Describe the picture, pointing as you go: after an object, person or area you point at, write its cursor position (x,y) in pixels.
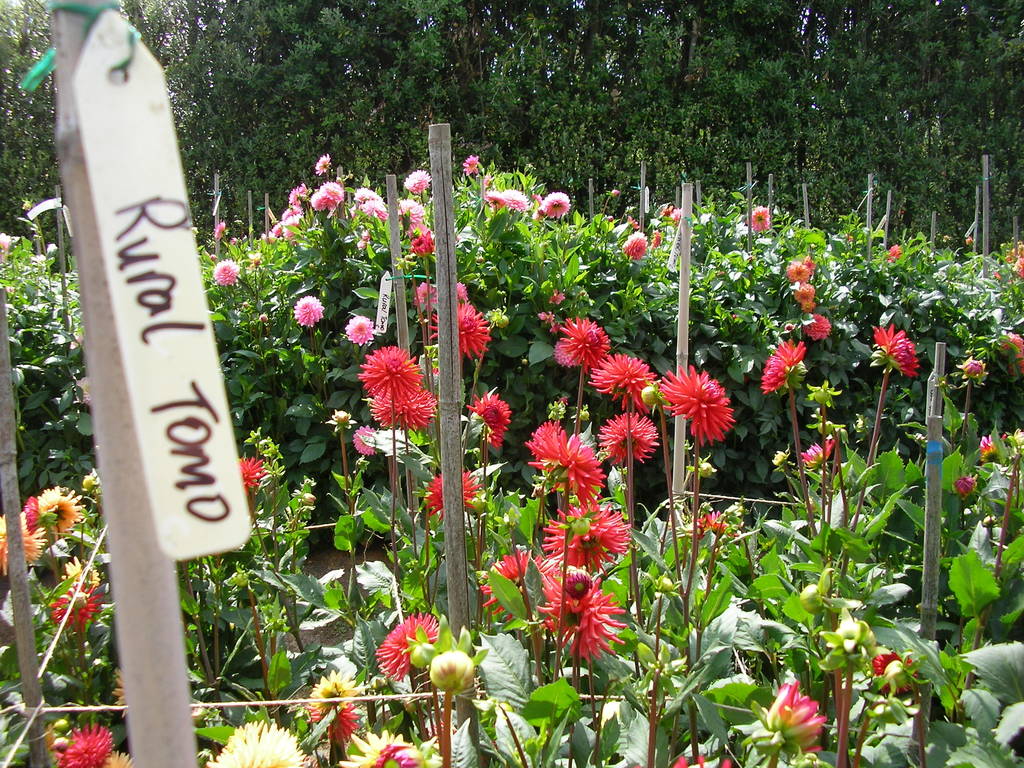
In this picture we can see plants (767,460) with flowers (468,316) on the ground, here we can see sticks (449,369) and name cards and in the background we can see trees (585,172).
